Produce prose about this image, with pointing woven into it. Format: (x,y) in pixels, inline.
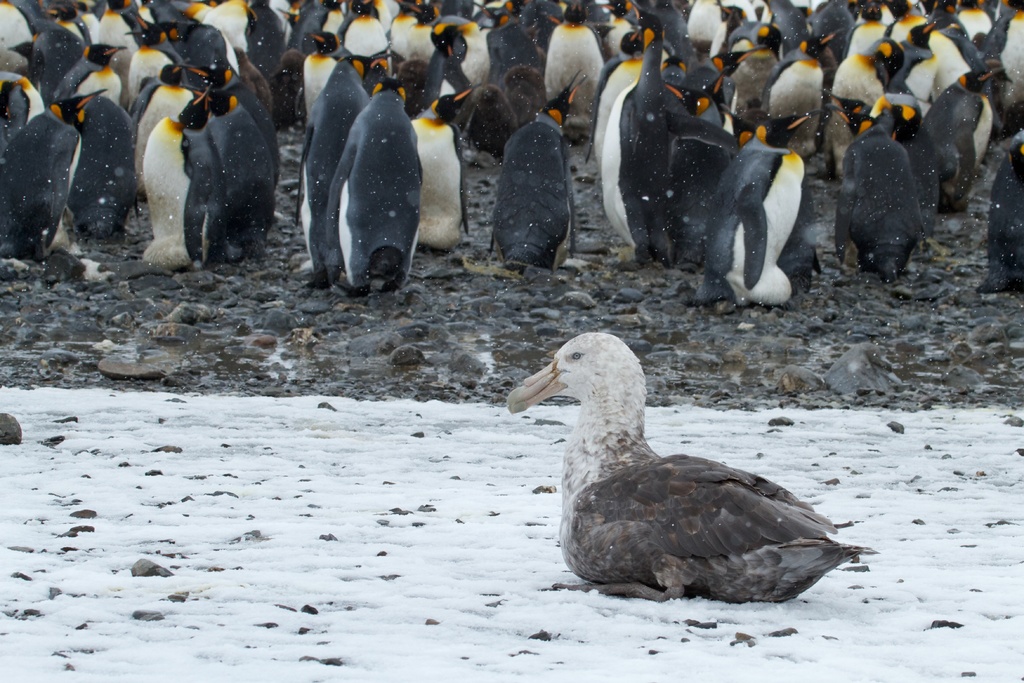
In this image in the front (663,490) there is a bird (631,487) sitting on the ground (101,319) and in the background (665,237) there are penguins (459,173).
